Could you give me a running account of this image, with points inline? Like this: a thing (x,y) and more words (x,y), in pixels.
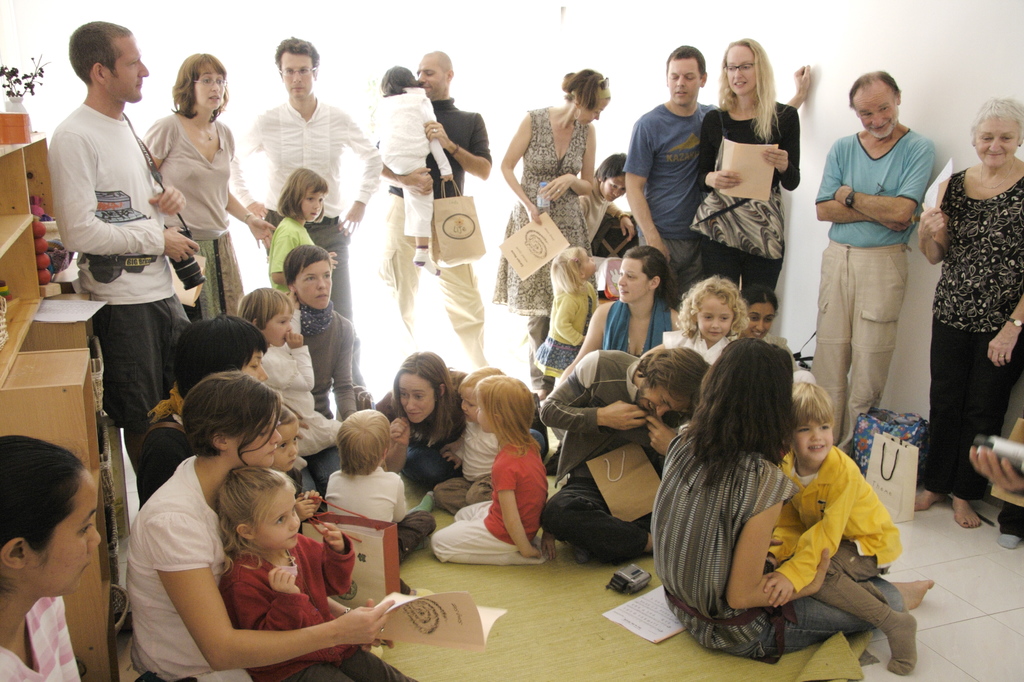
This picture is clicked inside. In the center (584,415) we can see the group of people (681,455) sitting and there are some objects (642,635) placed on the ground (624,656). On the left corner (2,199) there is a wooden cabinet (20,197) containing a house plant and some other objects (59,308). In the background (867,157) there is a wall (905,92) and group of people (575,184) holding some objects (171,263) and standing on the ground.
